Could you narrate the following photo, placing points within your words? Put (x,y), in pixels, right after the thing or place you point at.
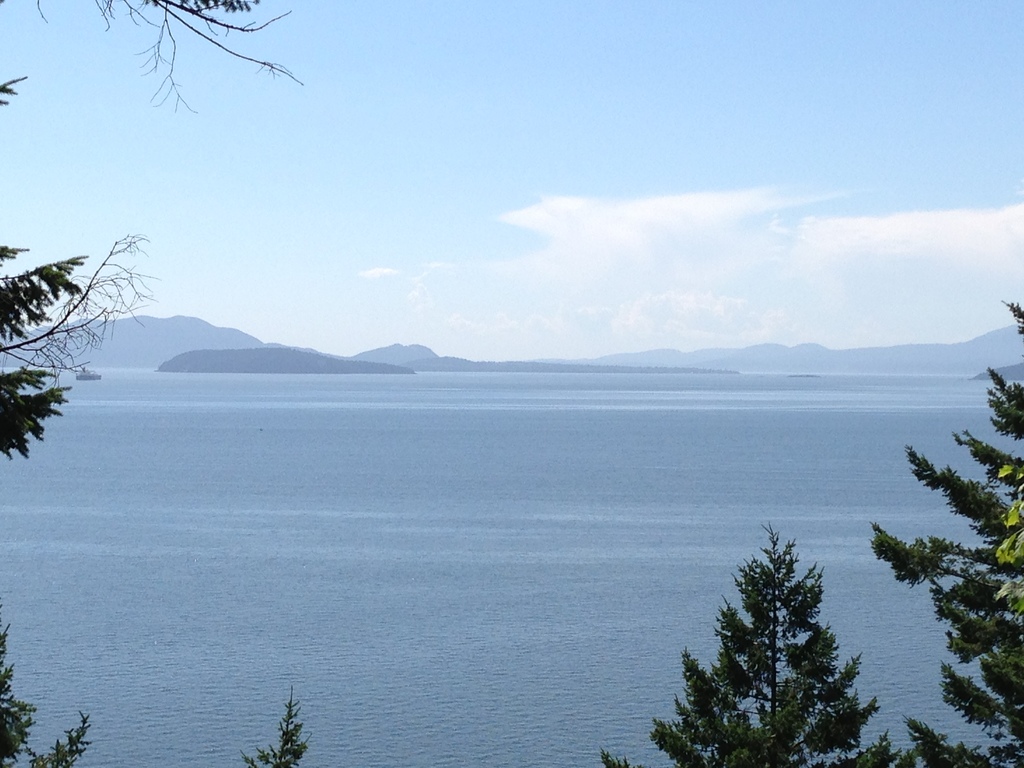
In this picture we can see a few plants (10,395), an object (85,380), water (92,424), mountains (637,355) and the cloudy sky (552,264).
